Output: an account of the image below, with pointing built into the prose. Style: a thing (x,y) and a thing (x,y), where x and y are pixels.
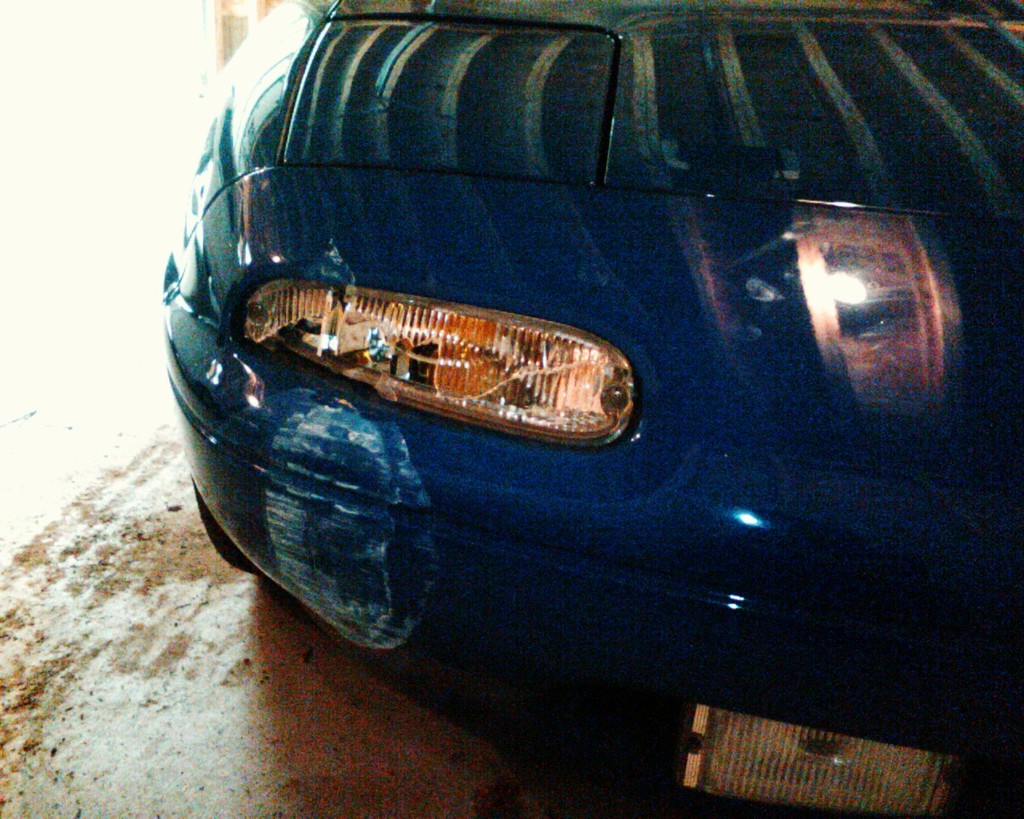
In this image we can see a car (497,366) on the ground (183,638).
